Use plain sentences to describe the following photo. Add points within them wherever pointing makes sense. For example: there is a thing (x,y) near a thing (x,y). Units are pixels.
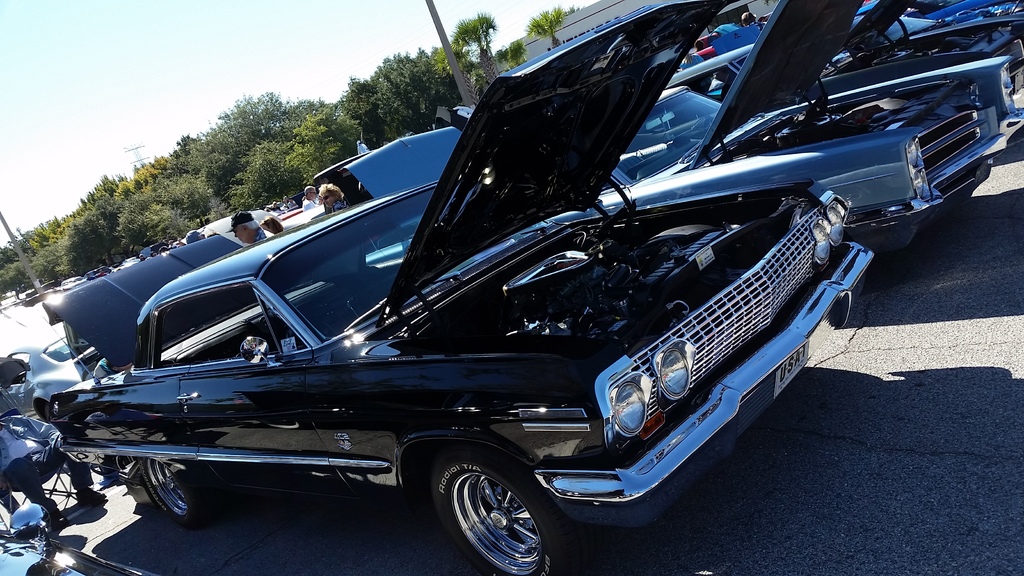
In this image we can see these car bonnets (555,103) are opened and parked here. In the background (340,188), we can see a few people (335,201) standing there, we can see trees (297,137), building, tower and the sky (220,77).
